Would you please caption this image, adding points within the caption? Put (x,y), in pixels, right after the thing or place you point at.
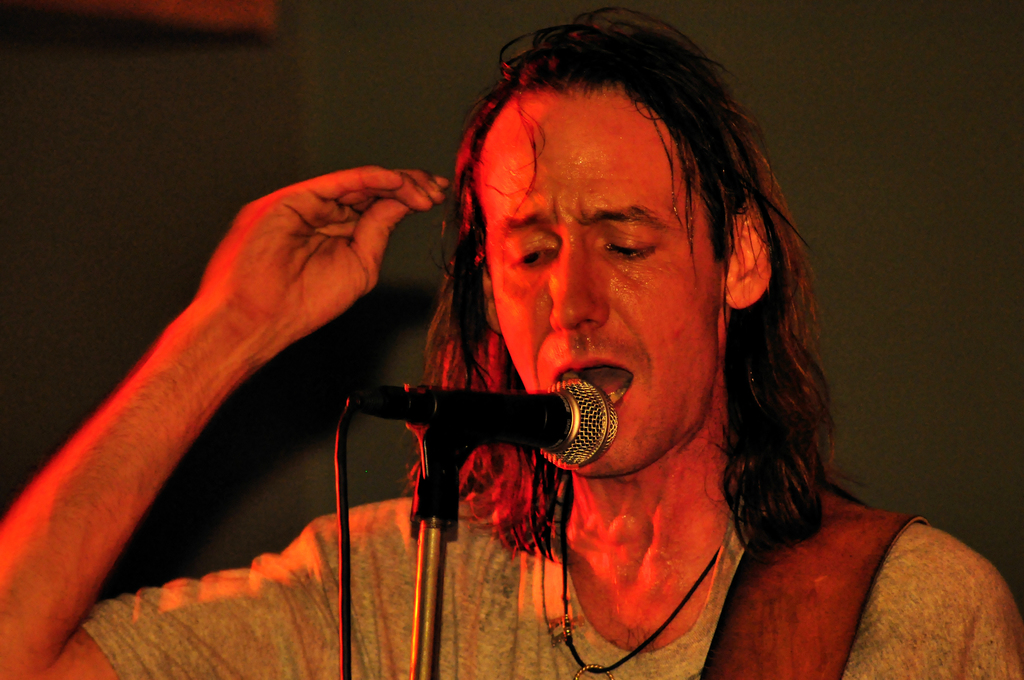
In this image I can see the person (569,260) with the dress (666,652) and the person (627,298) is in-front of the mic (456,468). I can see there is a black background (854,332).
